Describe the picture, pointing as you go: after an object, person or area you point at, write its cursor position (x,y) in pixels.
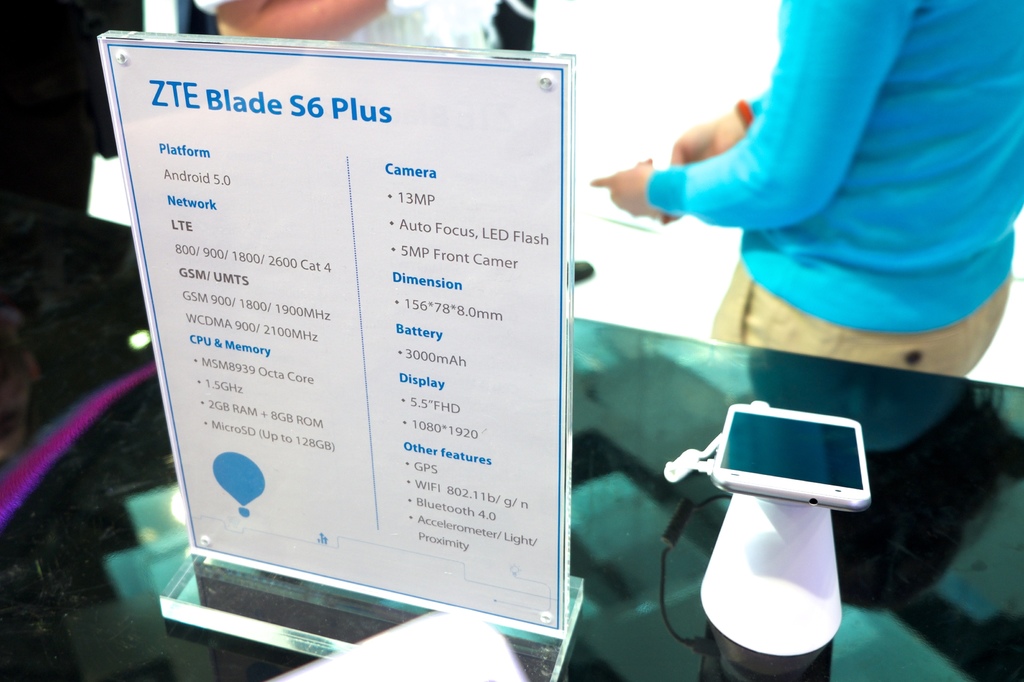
In this image I can see a table (615,436), on the table (52,529) I can see a phone (741,461) and a glass board (280,436) kept on the table (162,585), in the background (884,35) I can see a person (830,76) wearing a blue color t-shirt (809,90).
